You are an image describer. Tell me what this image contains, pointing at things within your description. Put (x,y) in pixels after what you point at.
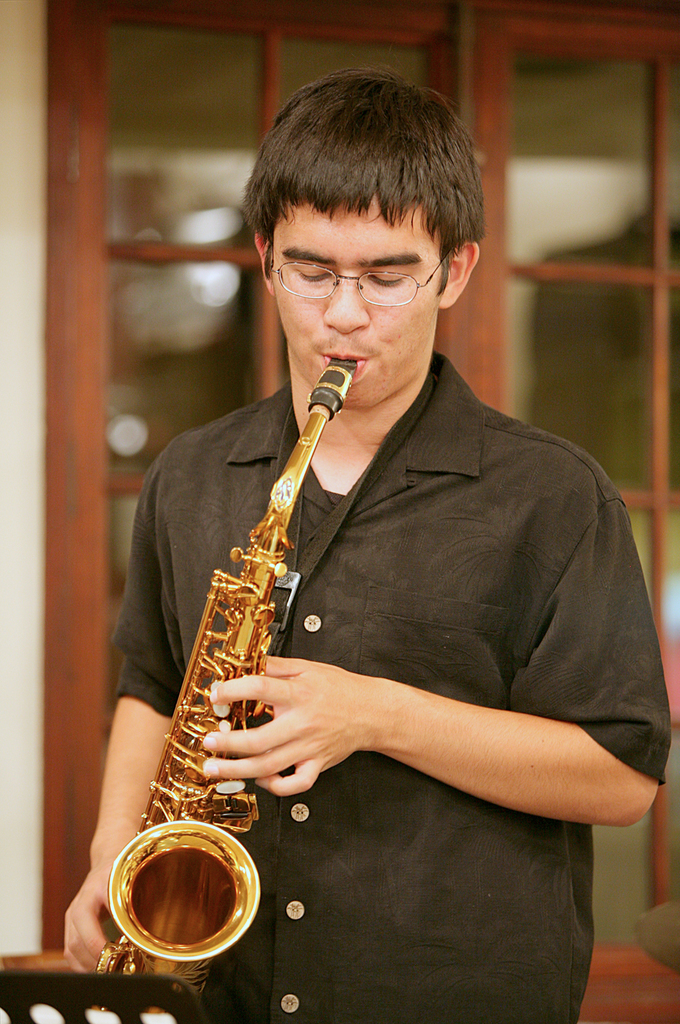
In the foreground of this image (224,855), there is a man (422,705) in black shirt (378,881) playing saxophone (176,814). On the left bottom (59,1012), there is a book holder (110,1004). In the background (127,244), there is a glass door (558,70) and the wall (27,126).
